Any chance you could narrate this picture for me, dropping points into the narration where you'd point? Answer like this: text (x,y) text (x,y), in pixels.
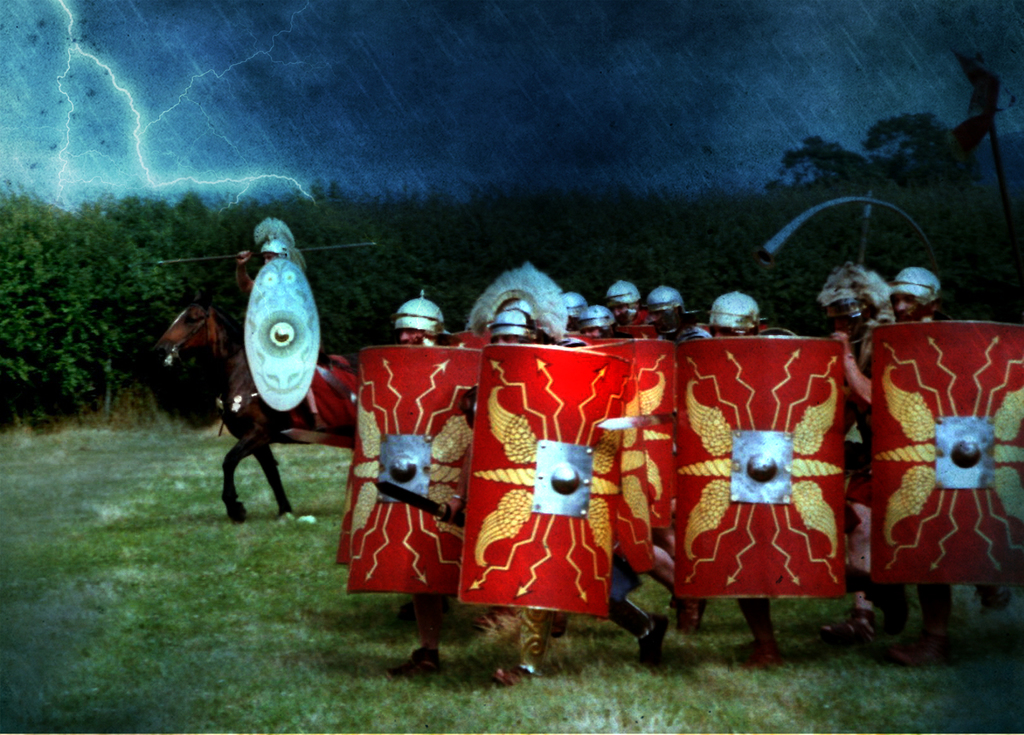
This is an edited image, we can see a man (259,363) is sitting on a horse (253,413) and on the grass (317,530) there are groups of people (886,315) standing and holding the shields (556,368). Behind the people (588,313) there are trees (500,247) and a cloudy sky (287,78) and in the sky (223,113) there is a thunder (171,111).
